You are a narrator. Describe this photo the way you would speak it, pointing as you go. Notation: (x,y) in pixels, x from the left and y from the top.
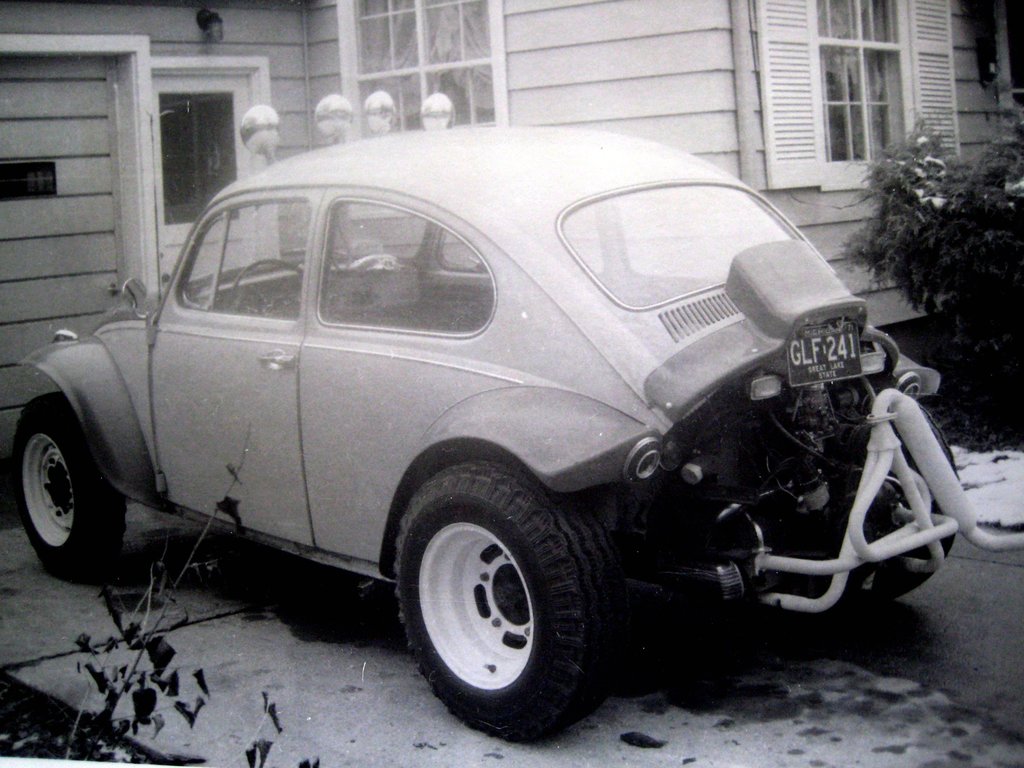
It looks like an old black and white picture. We can see a car (407,380) parked and behind the car (427,232) there is a house (366,41) with windows (866,85) and a door (216,121). On the left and right side of the car (473,506) there are plants (959,277).
